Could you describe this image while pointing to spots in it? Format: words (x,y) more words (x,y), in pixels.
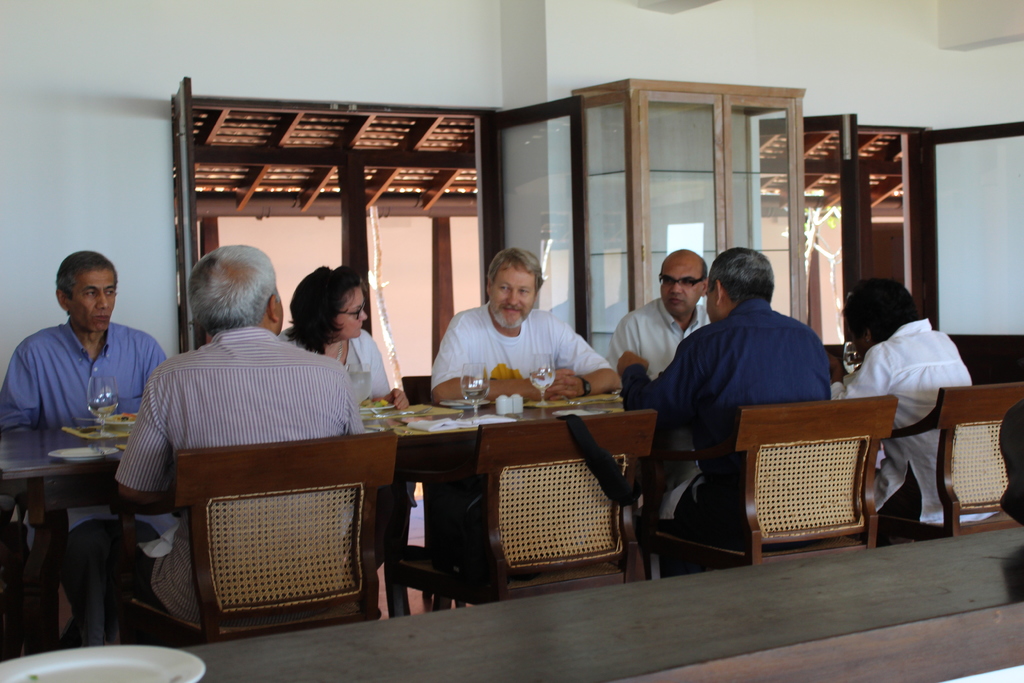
In the image there are few people (63,365) sitting on chairs (823,406), in front of them there is dining table (5,440). On the table (492,408) there are glasses (547,387), napkins (428,426). In the background (508,208) there is door (534,205), there are glass window (558,184).
